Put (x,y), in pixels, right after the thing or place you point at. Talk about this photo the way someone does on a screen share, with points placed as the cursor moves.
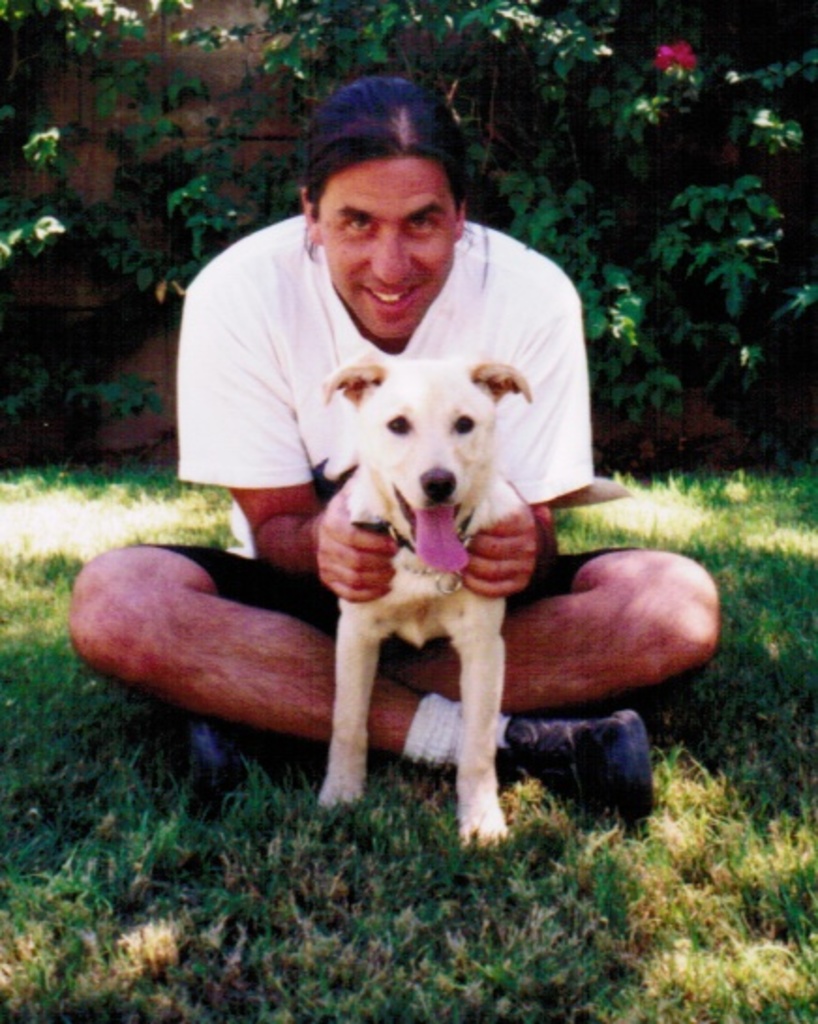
In this picture we can see one person (571,591) is sitting on a Grass (599,872) and he is holding a dog (453,614) and back side we can see trees (646,178).
